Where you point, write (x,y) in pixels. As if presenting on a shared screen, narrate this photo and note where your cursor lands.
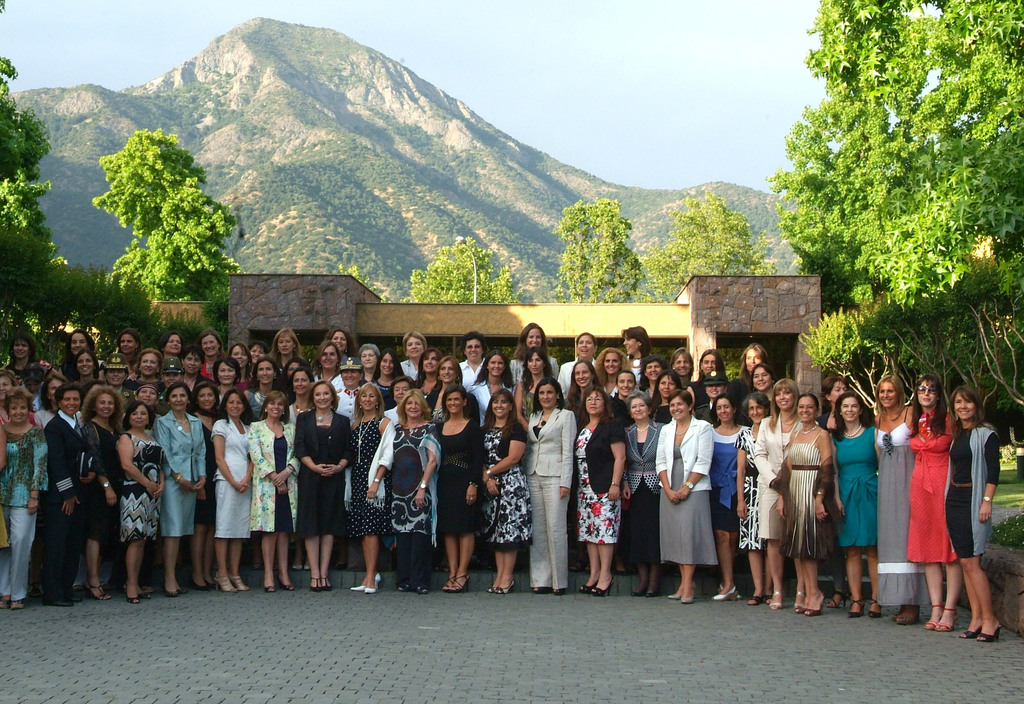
In this image I can see a group of women's (473,425) are standing on the floor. In the background (279,315) I can see a building (231,305), trees (629,272), mountains (522,208) and the sky (709,159). This image is taken may be during a sunny day.
